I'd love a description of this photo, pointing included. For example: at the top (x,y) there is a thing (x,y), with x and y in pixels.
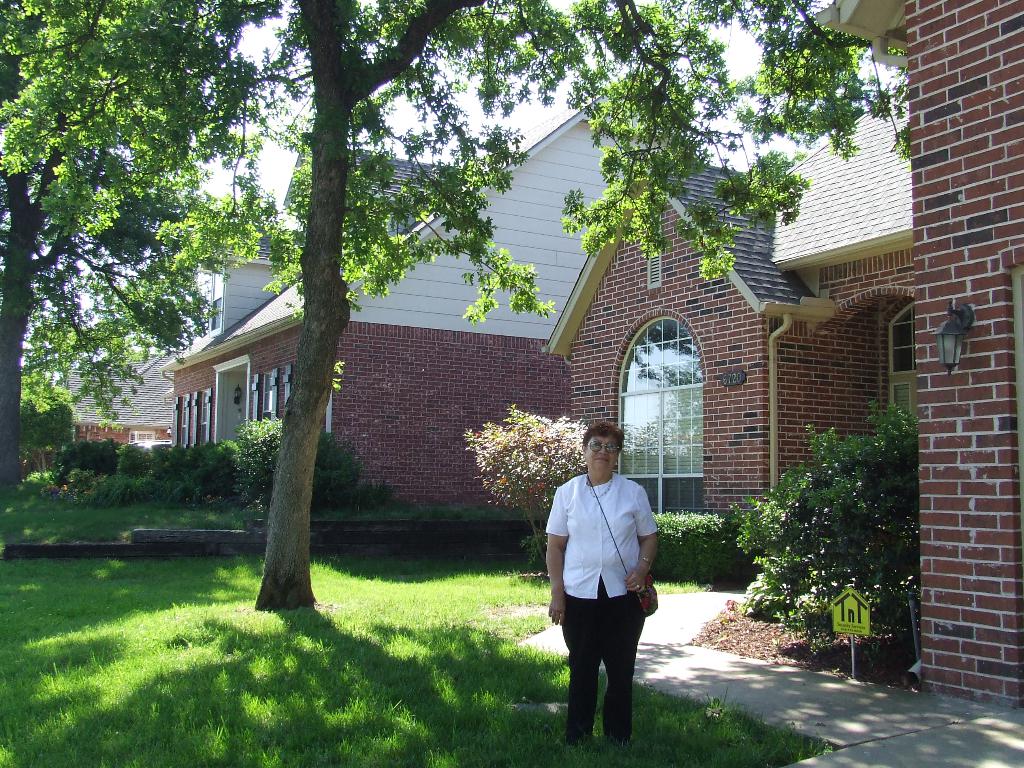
In this picture I can observe a woman (580,580) standing on the ground (499,688). There is some grass (366,660) on the ground (184,607). I can observe some plants (247,490) and trees (273,272). In the background (154,399) there are houses (288,342) and I can observe sky (272,47).
